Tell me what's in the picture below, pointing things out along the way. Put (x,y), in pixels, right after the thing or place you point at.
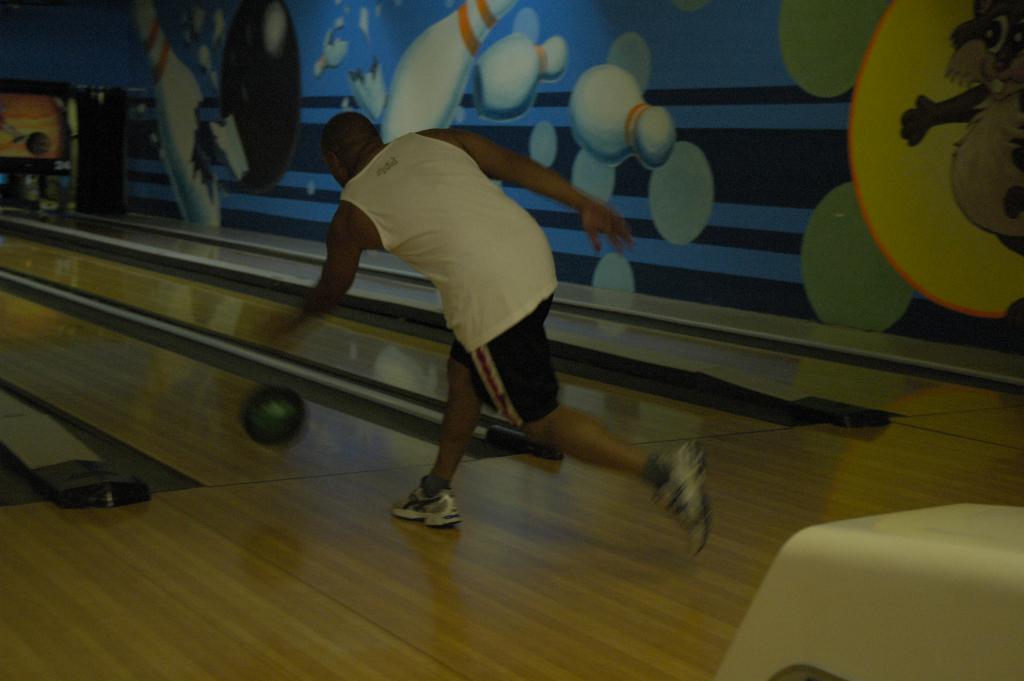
There is a man (495,370) in motion and we can see ball (279,407) on the surface (238,385). In the background (204,83) we can see wall (536,102), on this wall (556,102) we can see painting (594,43) of bowling pins (185,107).
